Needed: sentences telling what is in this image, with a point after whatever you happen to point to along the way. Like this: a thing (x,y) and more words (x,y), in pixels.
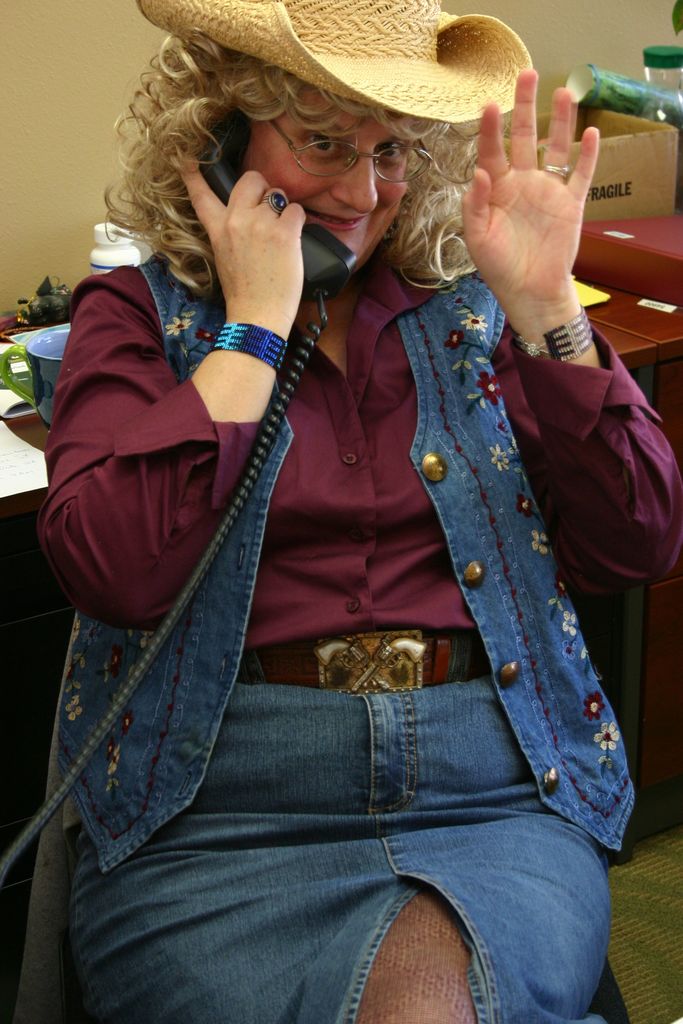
Here we can see a woman (413,487) talking on the phone (223,142). She has spectacles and she wore a hat (389,20). In the background (669,400) we can see a table (662,357), papers (24,451), box (658,257), and wall (60,101).
